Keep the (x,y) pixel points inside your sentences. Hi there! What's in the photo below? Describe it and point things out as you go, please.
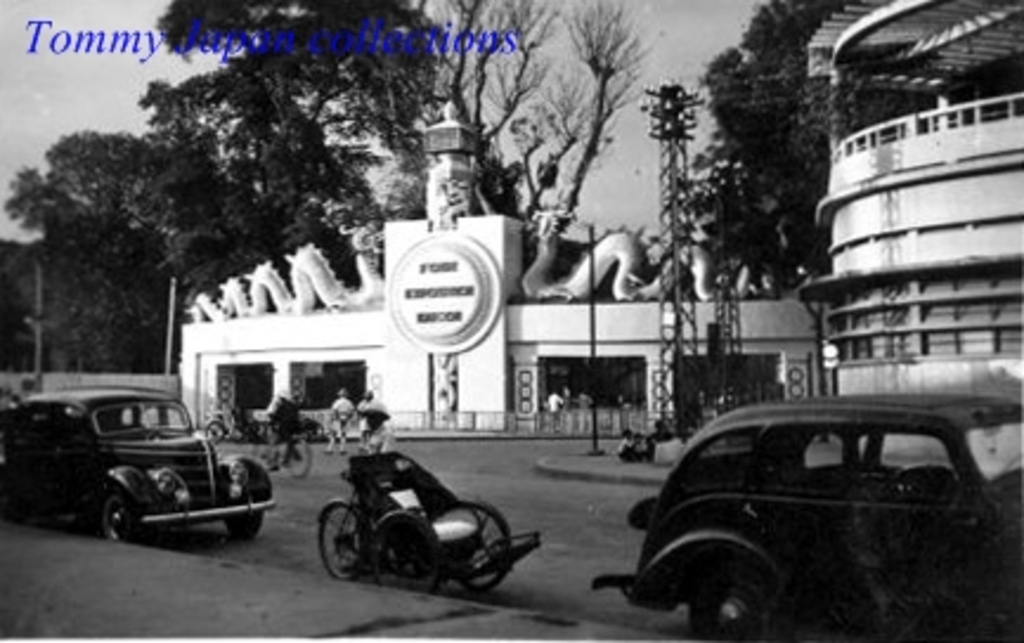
This is a black and white image. There are vehicles (464,547) in the middle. There is building (487,362) in the middle (515,328). There are trees (192,128) in the middle (350,263). There are some persons (366,403) walking. There is sky (103,75) at the top (14,68).
